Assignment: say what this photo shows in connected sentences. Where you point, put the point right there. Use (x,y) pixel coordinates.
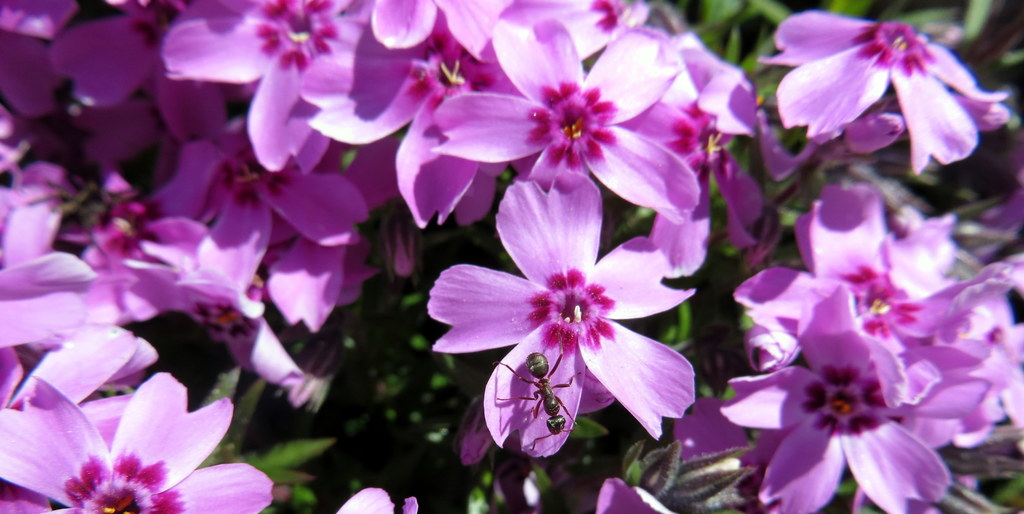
In this picture I can see number of pink flowers (692,93) and I can see an ant (551,375) in front (558,386). In the background (378,303) I can see the leaves (389,383).
